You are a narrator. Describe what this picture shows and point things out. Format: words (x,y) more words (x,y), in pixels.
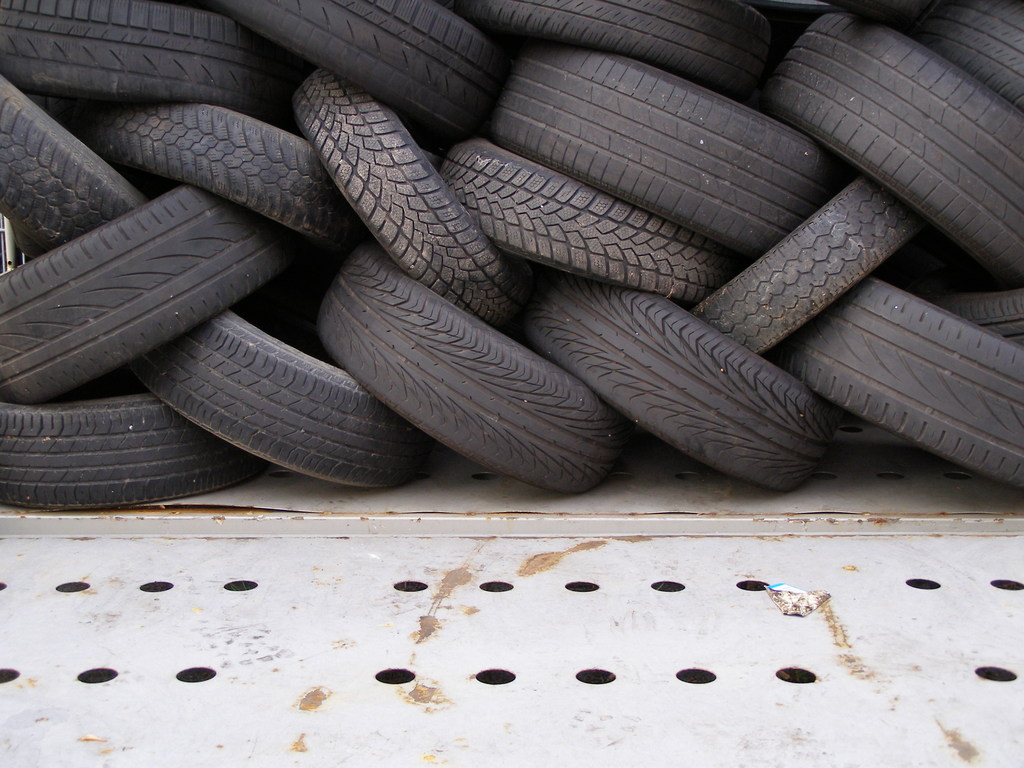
In the center of the image (515,282) we can see tyres (587,255).
